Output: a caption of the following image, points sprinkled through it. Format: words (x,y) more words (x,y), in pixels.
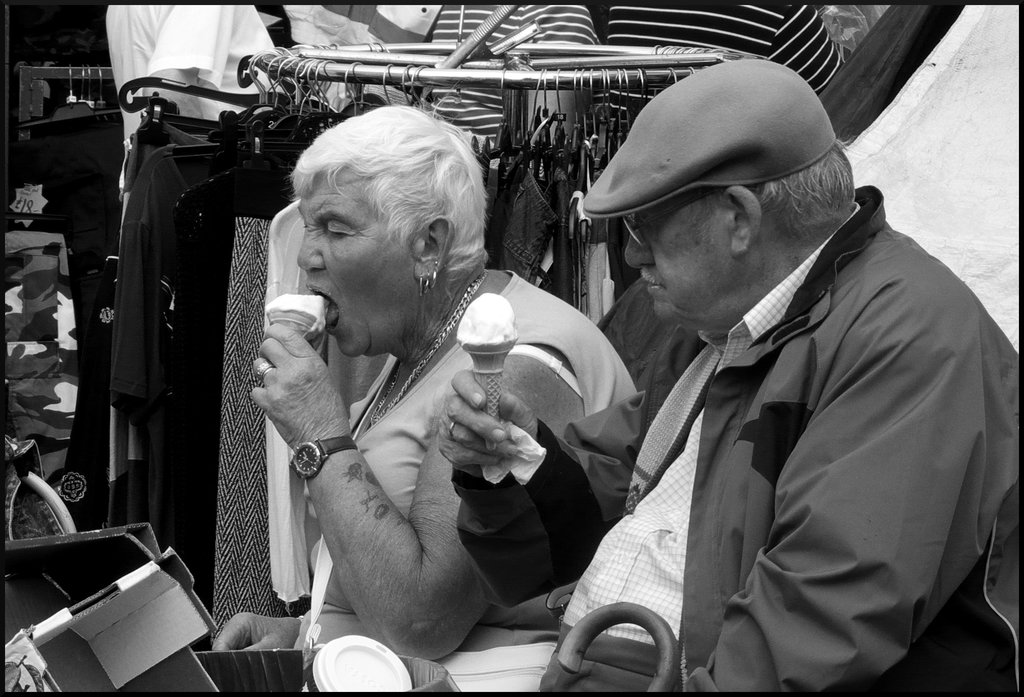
In this image we can see two persons (782,337) sitting and holding ice creams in their hands (501,422). Behind the persons (474,156) we can see clothes (236,202) hanged to a cloth stand (500,45).
